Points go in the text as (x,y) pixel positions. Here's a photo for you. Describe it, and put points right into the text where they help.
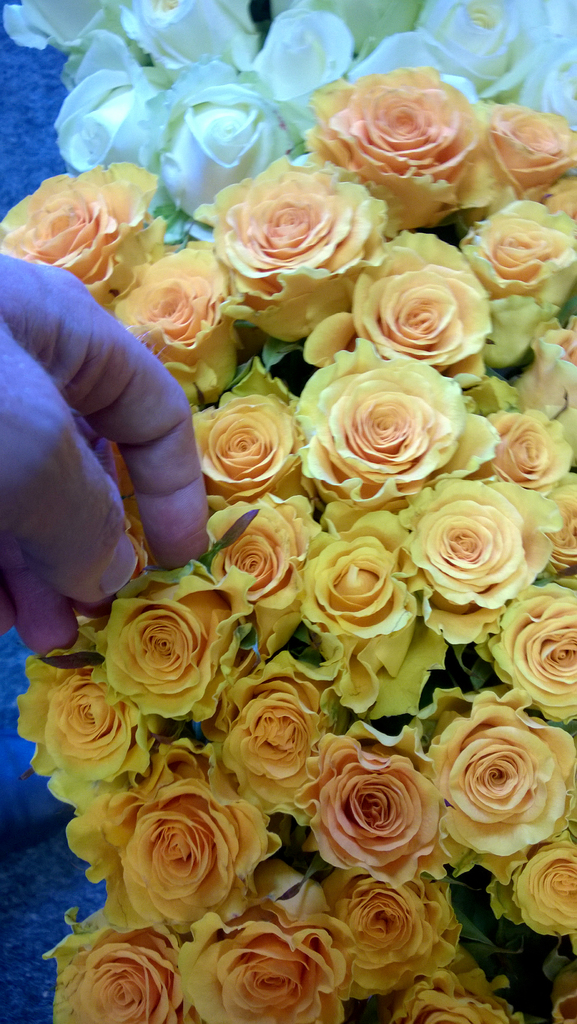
In this image we can see persons hand (89,365). There are flowers (329,215).
